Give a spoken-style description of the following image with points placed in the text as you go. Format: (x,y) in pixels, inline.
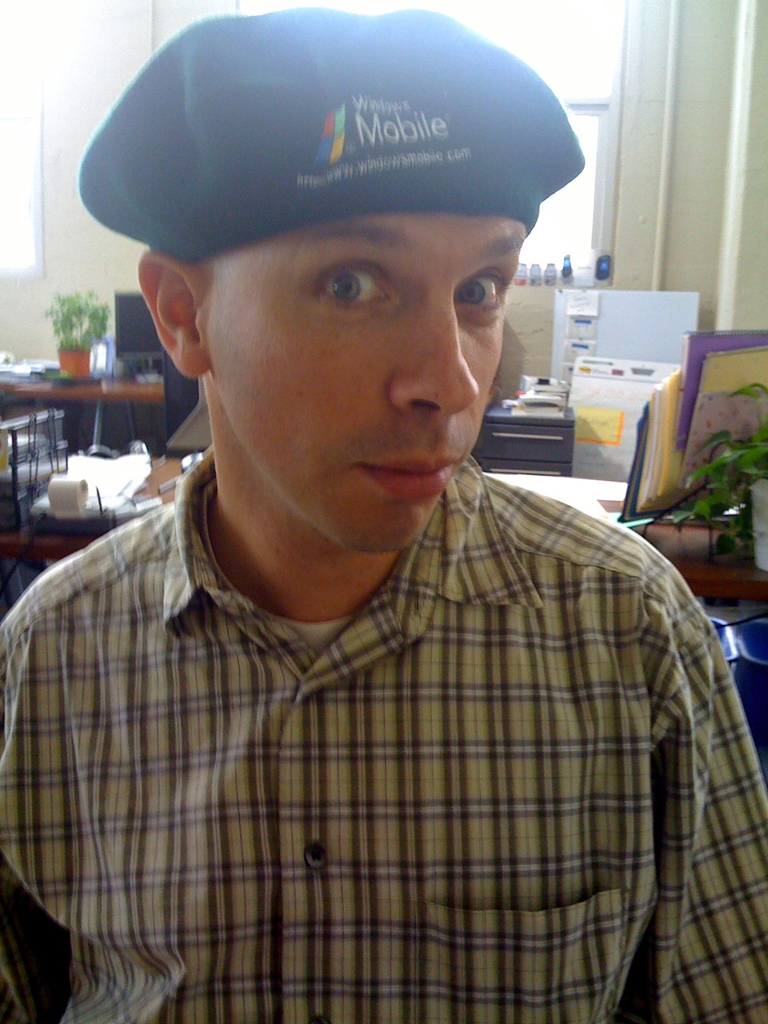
In the image there is a man (319,270) with a cap (274,132) on the head (309,332). On the cap (350,122) there is something written on it. Behind the man (180,254) there is a table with papers (734,376), plant (713,463) with leaves (690,475), pot (70,357), monitor (140,316) and some other items (140,372) on it. In the background (78,169) there is a wall (638,238) with windows (399,2).
